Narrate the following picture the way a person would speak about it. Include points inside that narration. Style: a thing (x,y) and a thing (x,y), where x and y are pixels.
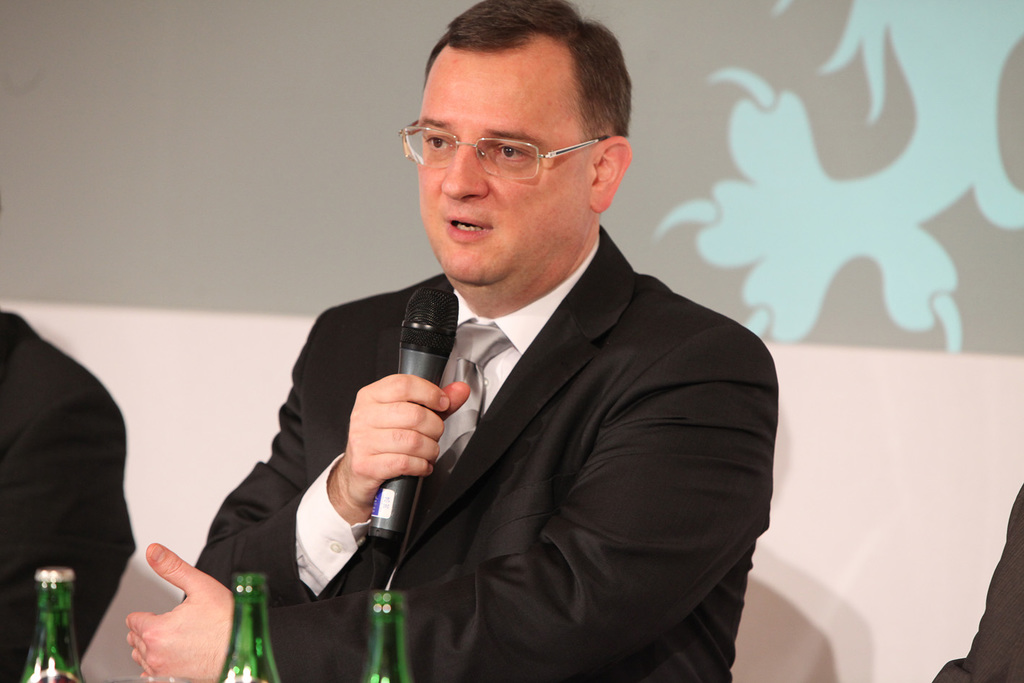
A person (496,438) in black dress (563,392) is holding a mic (442,299) and speaking. He is wearing spectacles (513,175). There are three green bottles (370,635) in front of him.
